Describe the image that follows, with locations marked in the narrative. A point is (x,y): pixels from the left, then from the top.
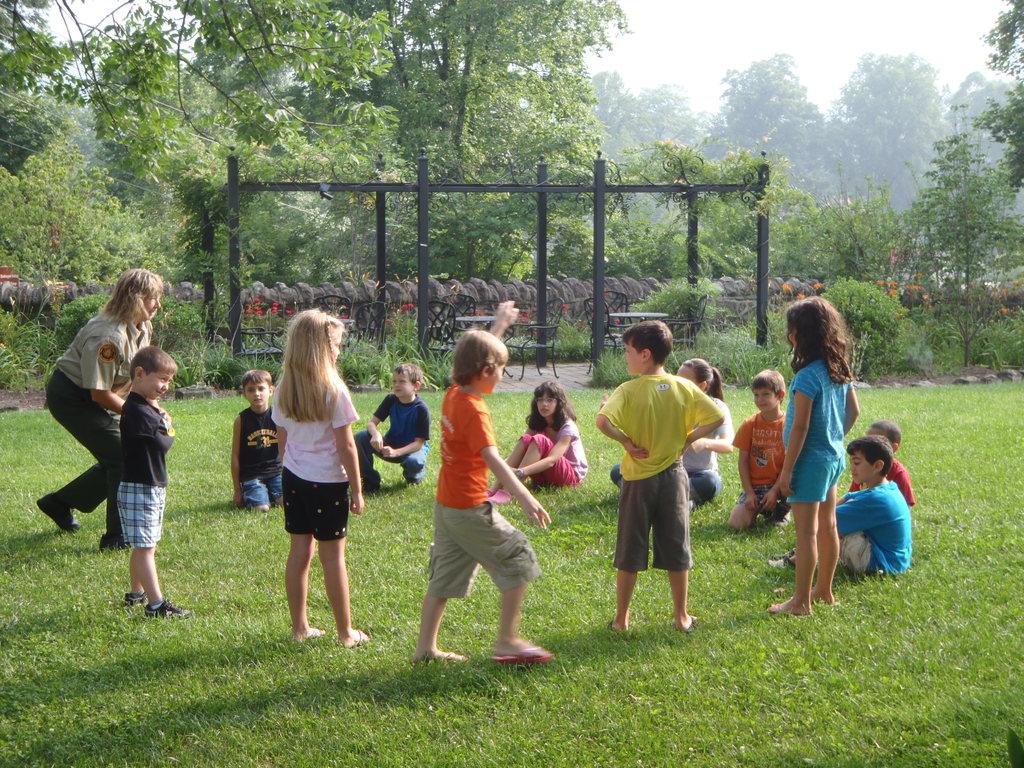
In this image I can see a group of children (644,503) are playing the game. On the left side (136,319) a woman (148,320) is running, at the back side (432,272) there are trees (711,250), at the top (679,45) it is the sky (737,67).
